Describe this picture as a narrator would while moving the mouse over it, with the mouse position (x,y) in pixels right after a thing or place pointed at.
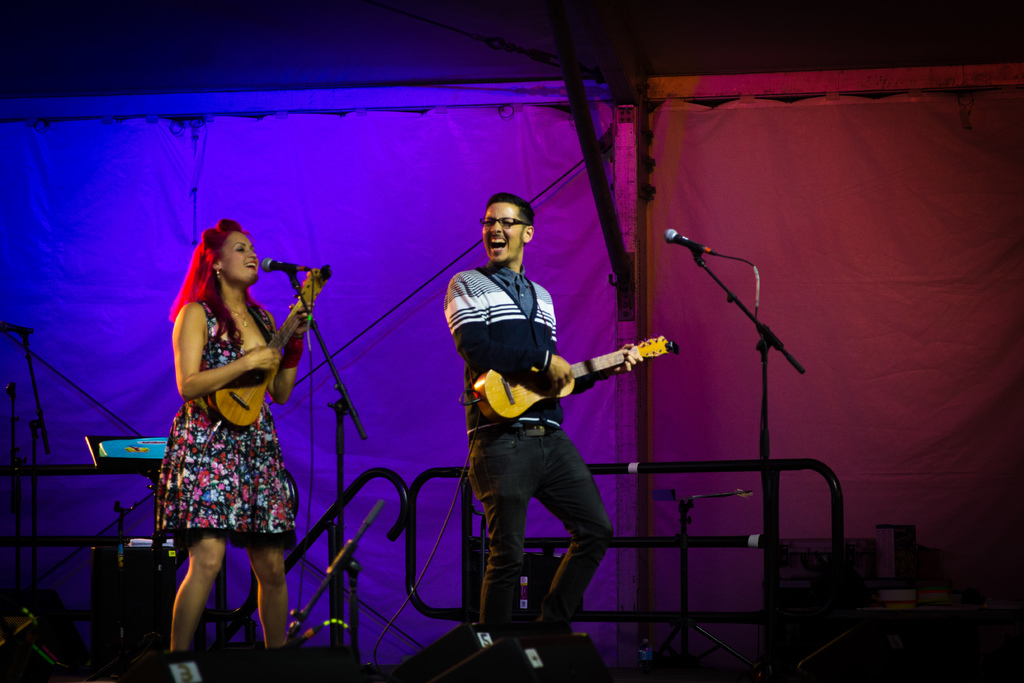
In this image on the right side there is one person (507,446) who is standing and he is playing a guitar (580,371) it seems that he is singing, in front of him there is one mike (681,244). On the left side (253,500) there is one woman (228,462) who is standing and she is playing a guitar (244,403) and in front of her there is one mike (290,268) it seems that she is singing on the background (326,150) there is a cloth (524,147).
